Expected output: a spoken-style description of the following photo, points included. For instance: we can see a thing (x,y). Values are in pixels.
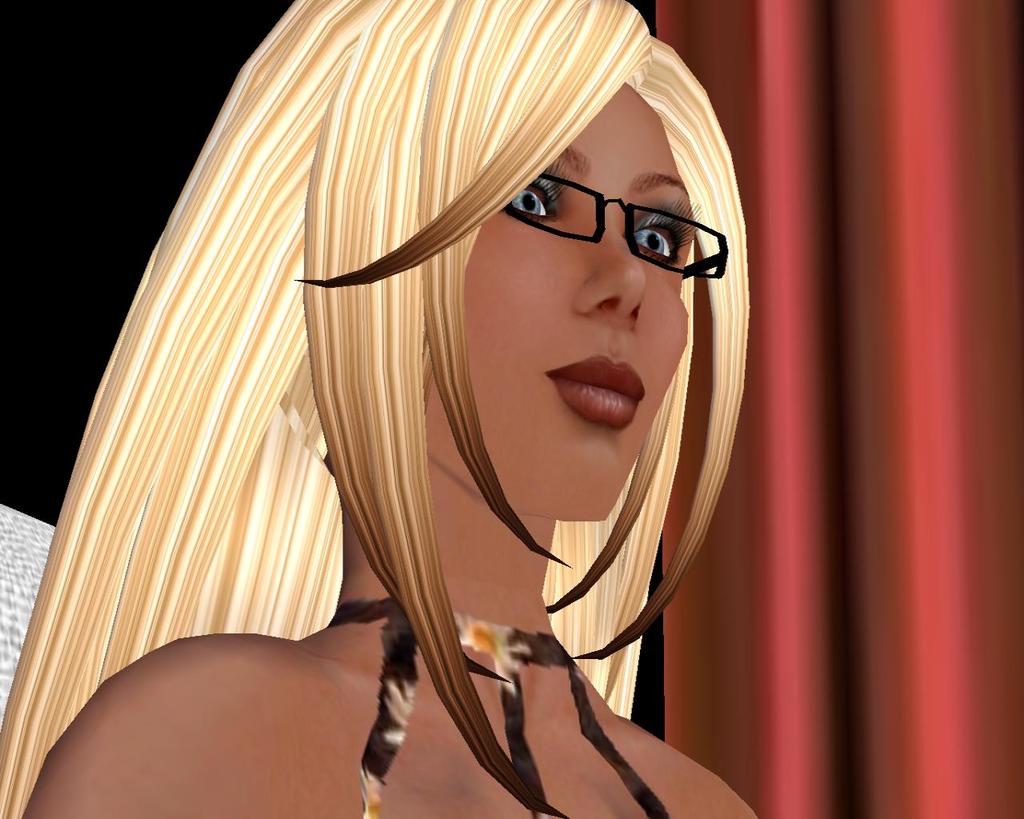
This is an animated image, there is a person (500,355) truncated towards the top of the image (511,207), there is wearing spectacles (578,207), there is an object (33,588) truncated towards the left of the image (28,568), there is an object (909,278) truncated towards the right of the image (872,253), the background of the image (68,19) is dark.
